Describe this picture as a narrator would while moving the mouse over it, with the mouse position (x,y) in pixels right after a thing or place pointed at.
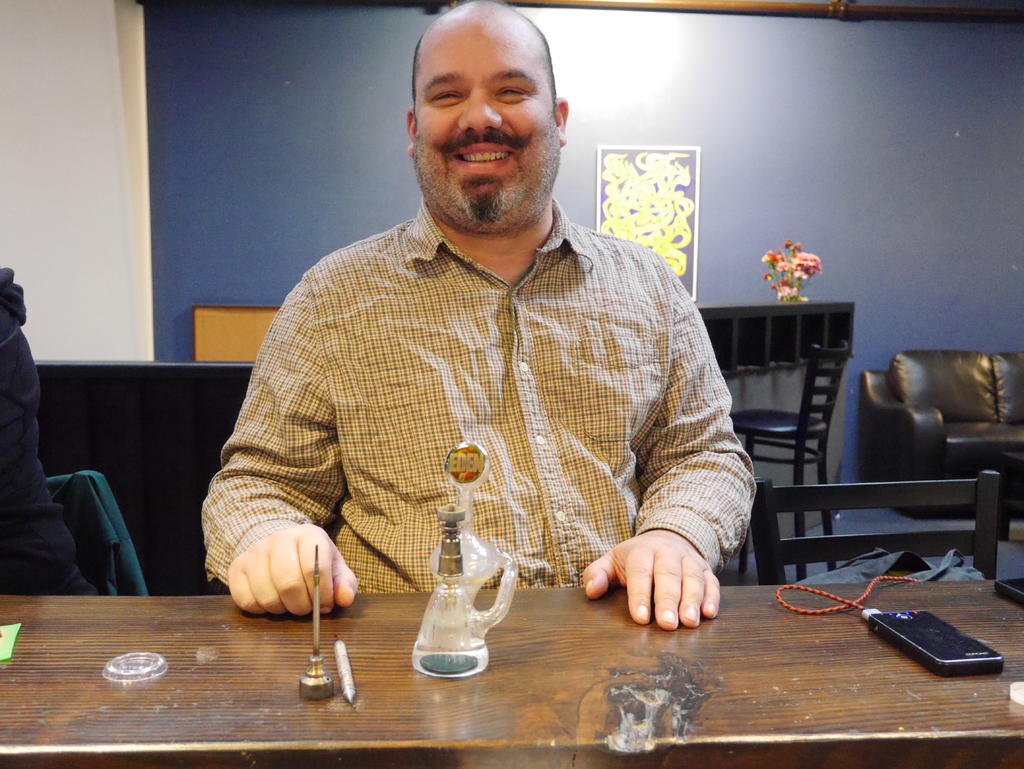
In the picture we can see a man (240,473) smiling and sitting on the chair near the table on the table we can see a water pipe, a pen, mobile phone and charging wire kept to it. In the background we can see a chair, desk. On the desk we can see a flower vase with flowers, and to the wall (981,204) there is a picture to the wall (995,216), and it is blue in color.
